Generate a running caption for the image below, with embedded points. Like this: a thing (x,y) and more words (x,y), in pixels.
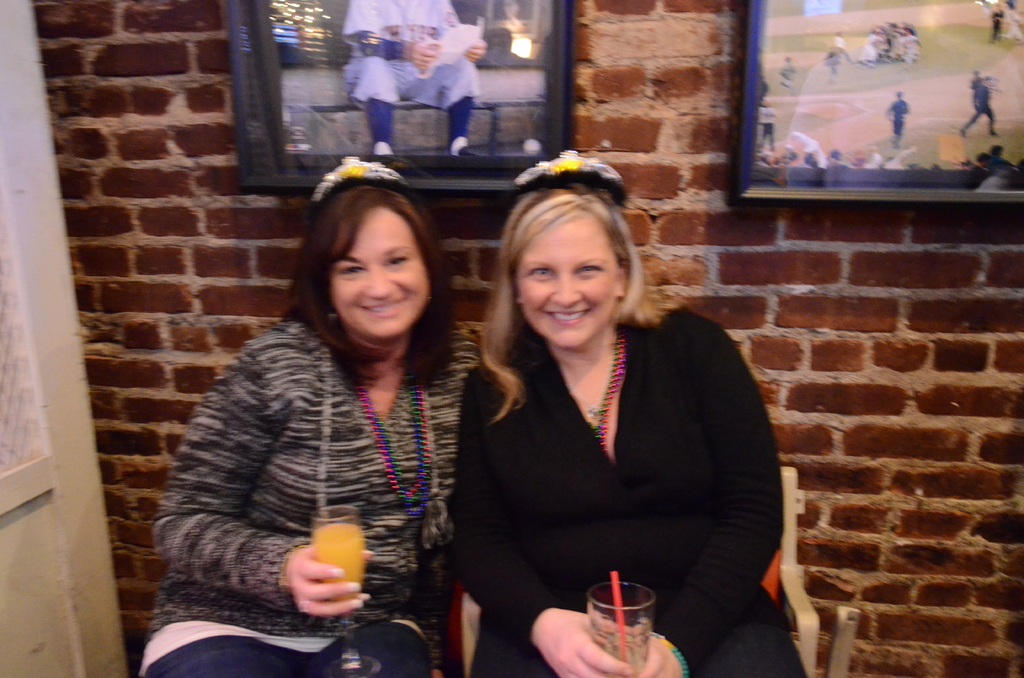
In this picture there is a woman (519,407) who is wearing black dress (733,511) and holding glass (619,640). Beside her we can see another woman (374,435) who is wearing grey t-shirt (326,496) and she is also holding juice glass (347,562). Both of them are sitting on the chair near to the brick wall (959,507). At the top (350,75) we can see photo frame (388,6). On the left (40,252) there is a door (49,584).
